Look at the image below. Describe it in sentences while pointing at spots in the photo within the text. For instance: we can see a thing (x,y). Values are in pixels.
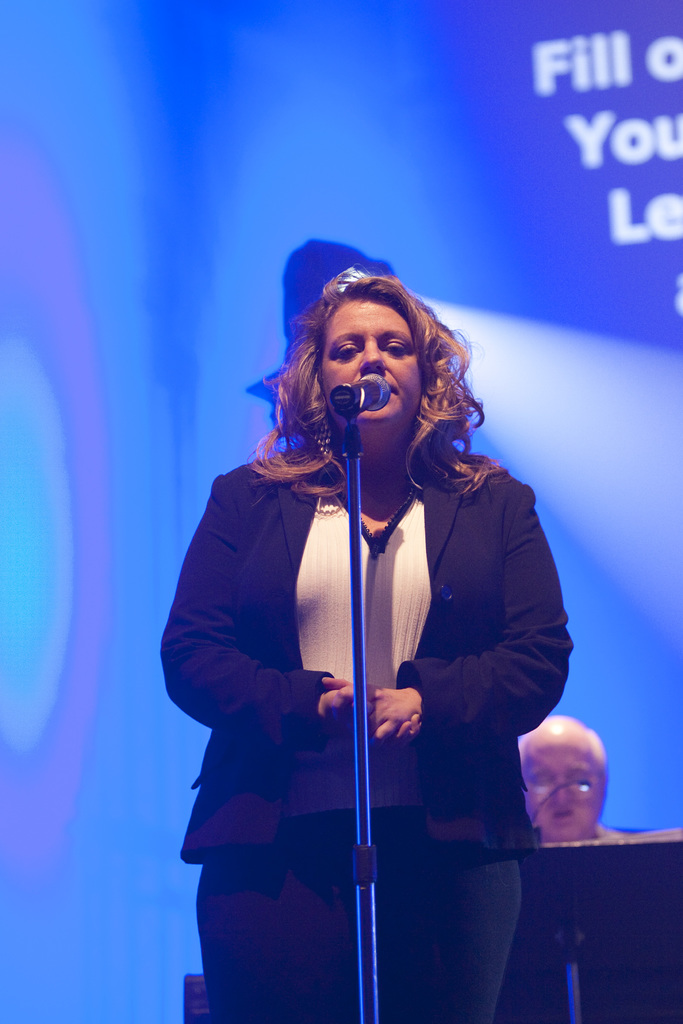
In this image I can see a woman (382,610) standing and wearing black and white dress (376,613). In front (342,394) I can see a mic (352,398) and stand (359,740). Background (342,115) is in blue color and something is written on it.
